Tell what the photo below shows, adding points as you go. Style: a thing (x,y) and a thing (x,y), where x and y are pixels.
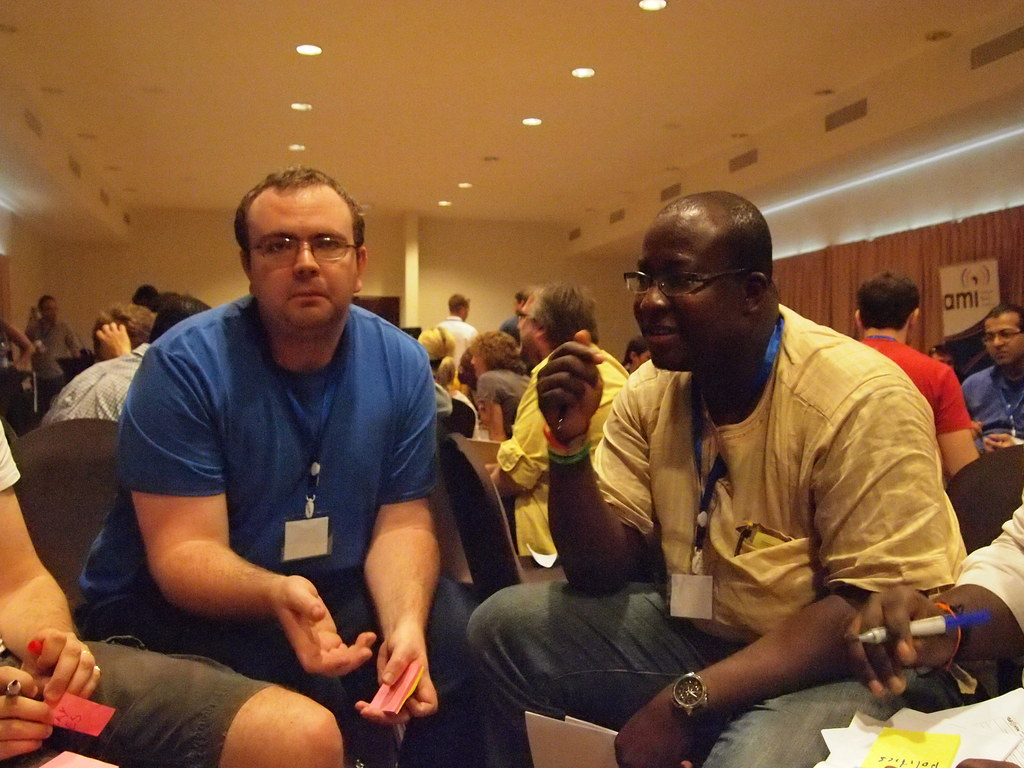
In this image I see number of people (303,399) in which most of them are sitting on chairs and I see these men (322,629) are holding something in their hands (25,677). In the background (127,287) I see the wall (983,157) and I see the lights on the ceiling (493,75).
